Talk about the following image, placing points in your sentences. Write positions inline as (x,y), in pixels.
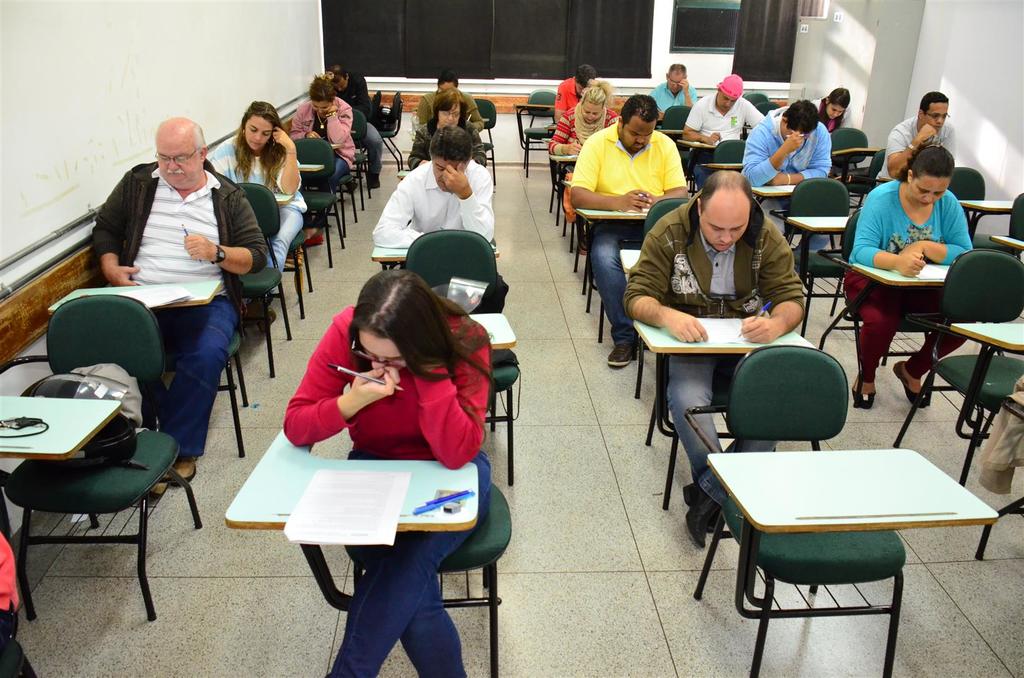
In this image I can see the group of people (629,362) sitting in front of the table (458,482). On the table (404,526) there is a paper (362,524) and the pens (460,499). To the left (95,434) there is a helmet (78,452) on the chair (105,498). To the side of these people (342,102) there is a wall (970,26).
